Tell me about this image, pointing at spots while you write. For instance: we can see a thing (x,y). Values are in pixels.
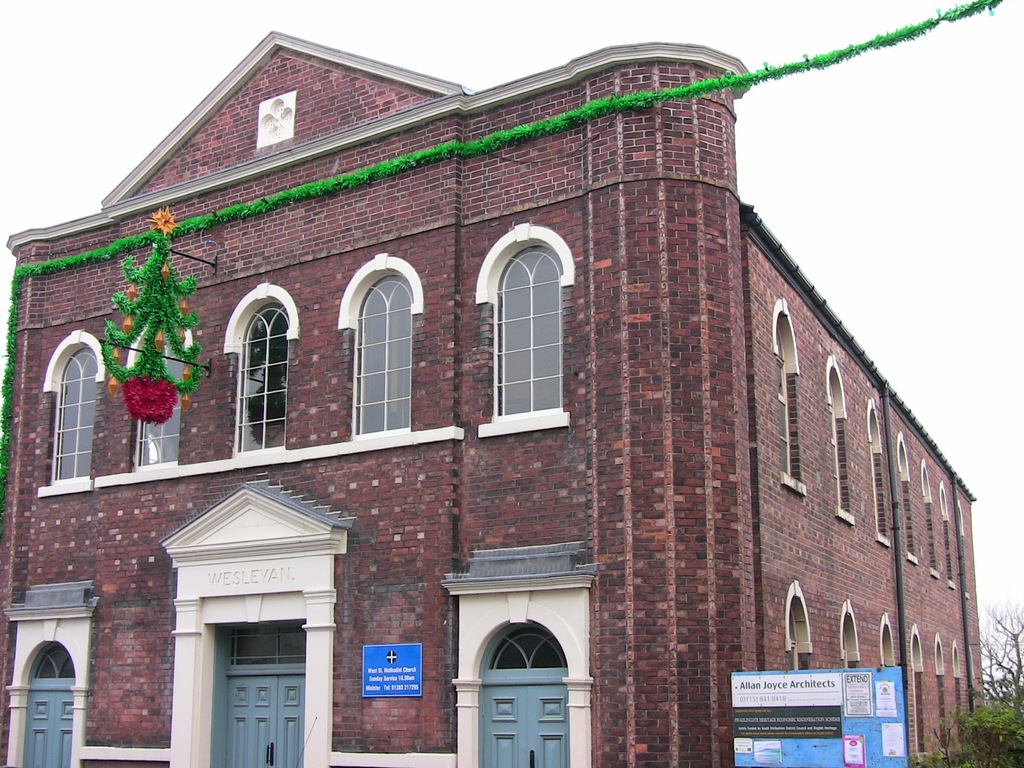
In the image we can see there is a building (555,429) and the building (514,421) is made up of red bricks (430,371). The building (139,424) is decorated with green colour paper lace (165,310) and behind there are trees (1005,722).
